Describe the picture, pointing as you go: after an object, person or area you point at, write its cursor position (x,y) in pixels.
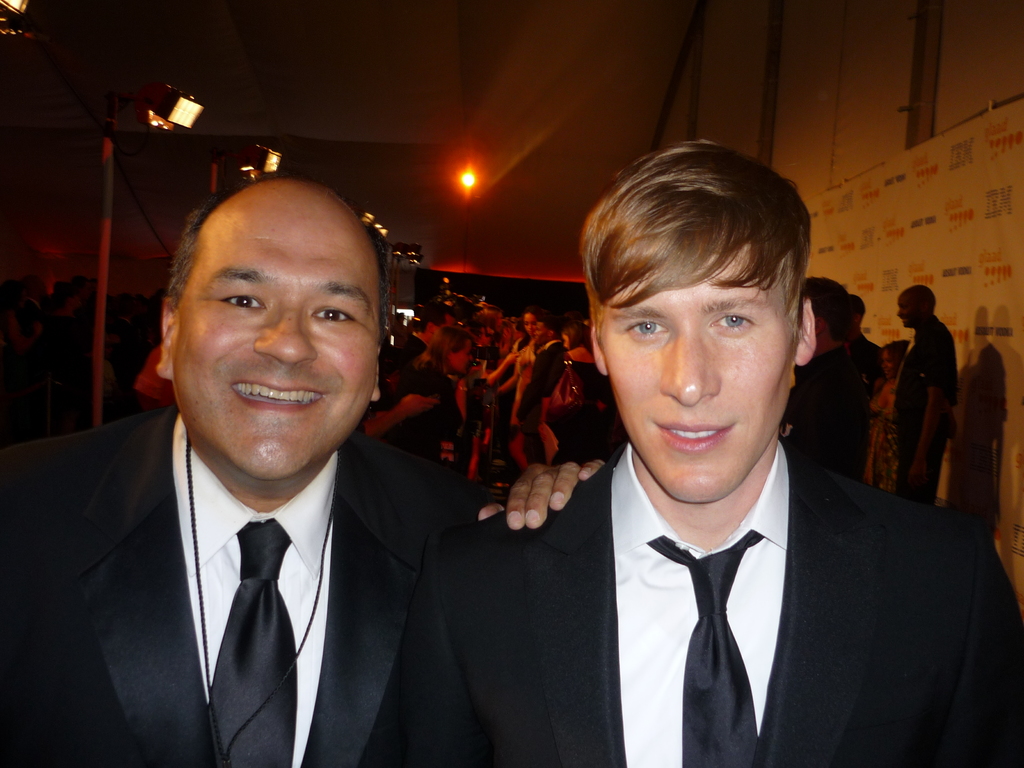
In this picture I see 2 men (211,481) in front (262,486) who are smiling and I see that they're wearing suits (438,494). In the background (396,361) I see number of people (406,340) and on the top of this image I see the light (466,186) and I see few things (160,104) on the left top of this image (150,125).
